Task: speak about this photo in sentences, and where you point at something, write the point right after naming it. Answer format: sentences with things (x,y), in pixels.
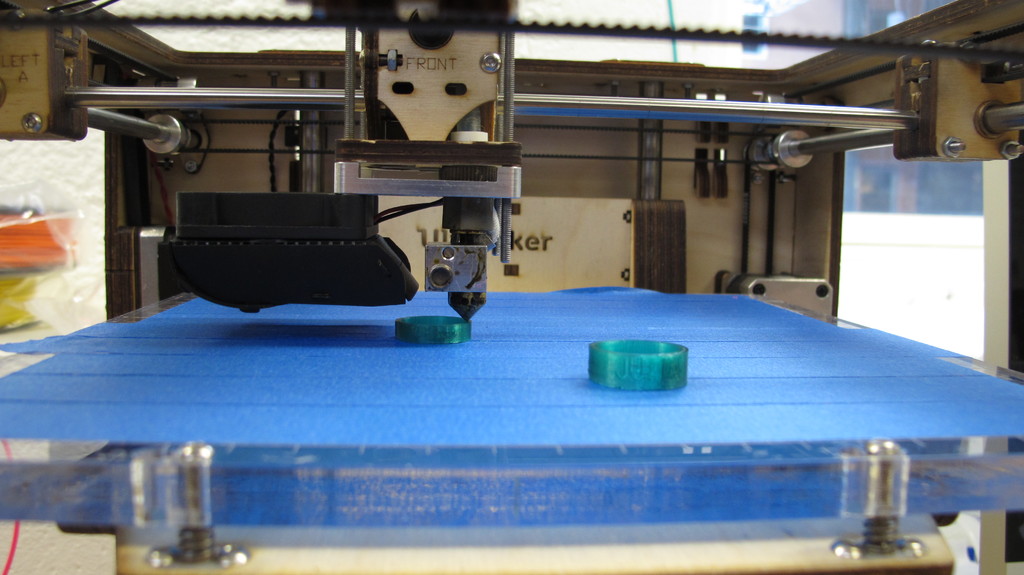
At the bottom of the image (147,455) there is a glass surface (804,447) with blue cloth (234,383). And in the image there is a machine (462,315) above the cloth (581,361). And also there are rods (102,99). And on the machine (490,116) there are nuts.
